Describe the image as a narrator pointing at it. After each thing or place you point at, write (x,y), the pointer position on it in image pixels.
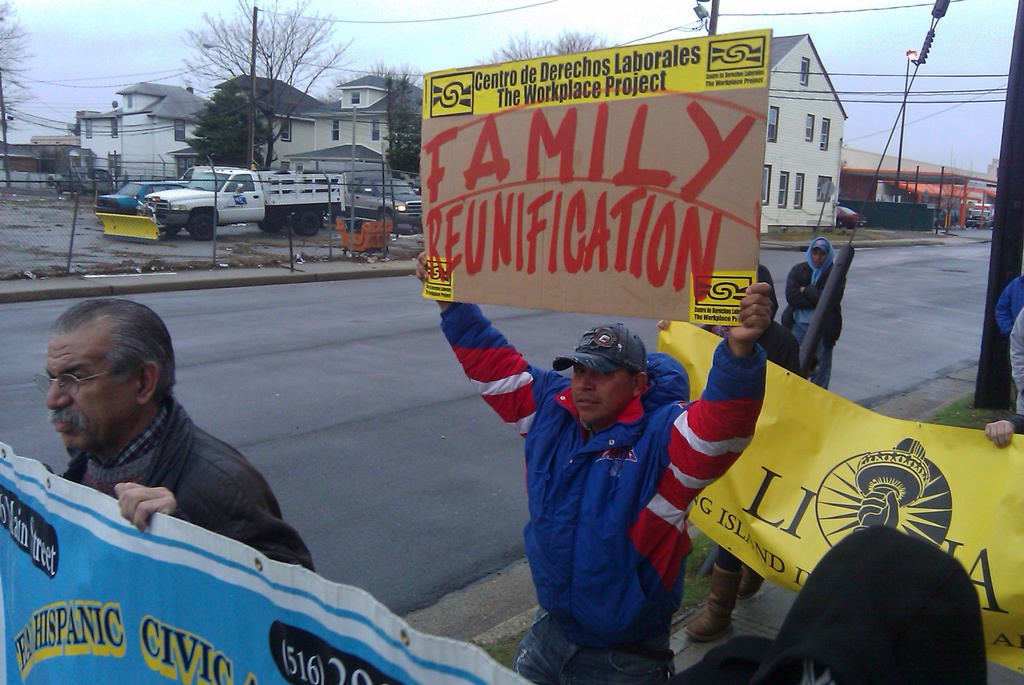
This is an outside view. At the bottom of the image (635,500) I can see few people (631,519) wearing jackets (642,543), holding banners (630,264) in their hands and walking. At the back of these people (696,486) I can see the road (340,368). On the other side of the road (271,337) I can see few buildings (367,118), trees (230,137), vehicles (240,172) and poles (255,43) along with the wires (430,19). At the top (86,29) I can see the sky (82,39).
